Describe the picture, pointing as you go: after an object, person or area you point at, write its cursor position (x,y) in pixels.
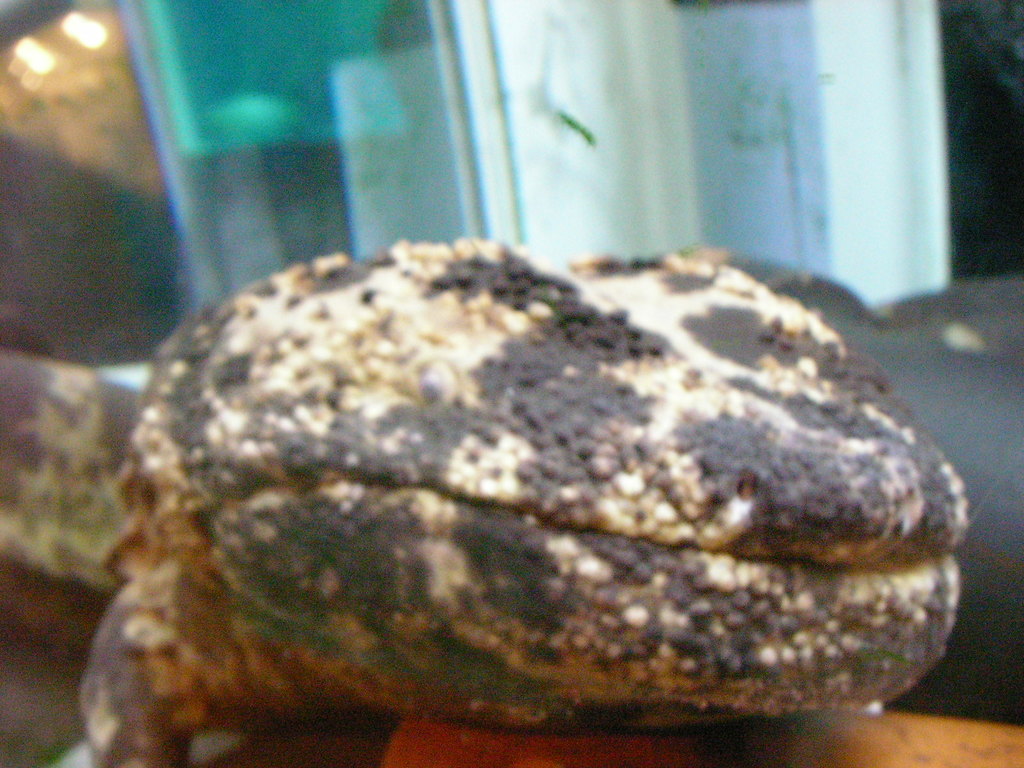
In this image there is an animal (289,443) on the object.
